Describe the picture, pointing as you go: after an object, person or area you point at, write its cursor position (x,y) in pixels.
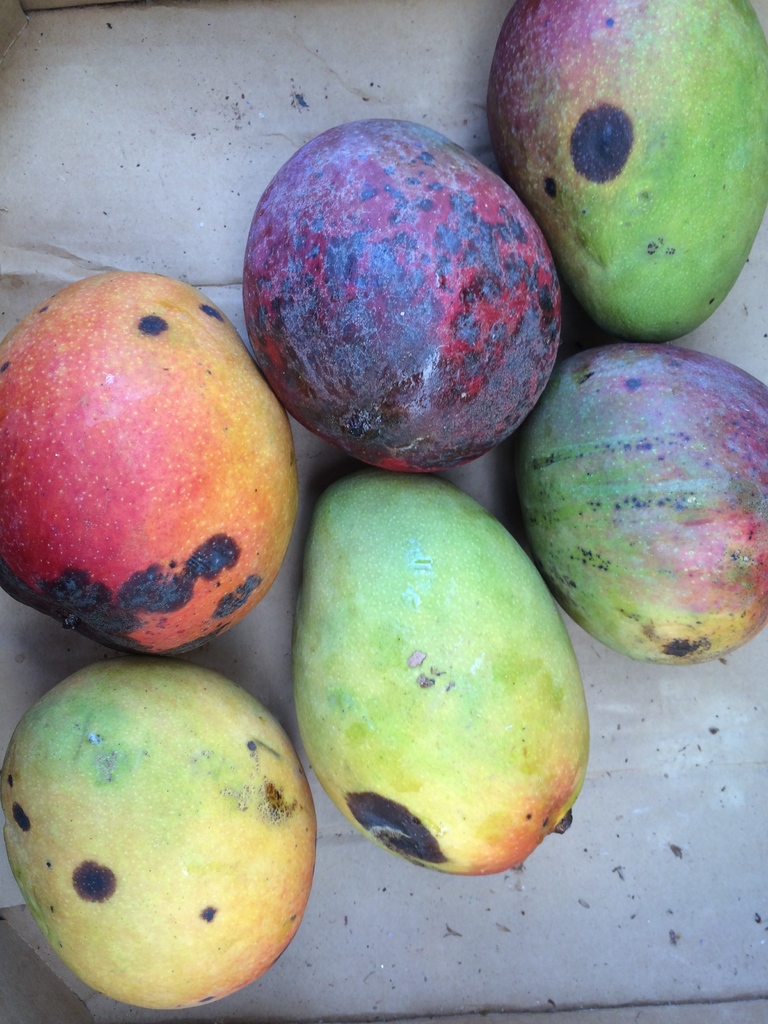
In this image we can see different type of mangoes (407,639) placed on the surface (440,989).
